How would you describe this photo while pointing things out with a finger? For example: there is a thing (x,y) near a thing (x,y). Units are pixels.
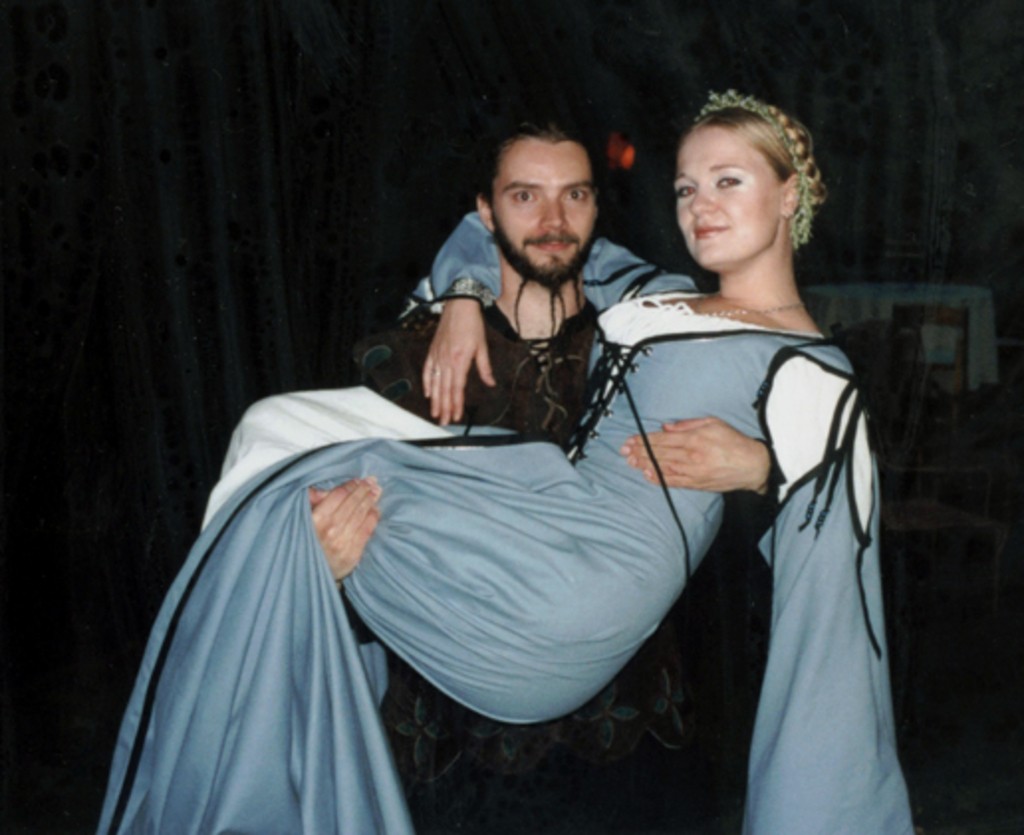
In this image we can see a man (468,418) wearing black color dress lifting female person (544,498) who is wearing blue color dress (517,476) and in the background of the image (261,226) we can see curtain (51,188).
